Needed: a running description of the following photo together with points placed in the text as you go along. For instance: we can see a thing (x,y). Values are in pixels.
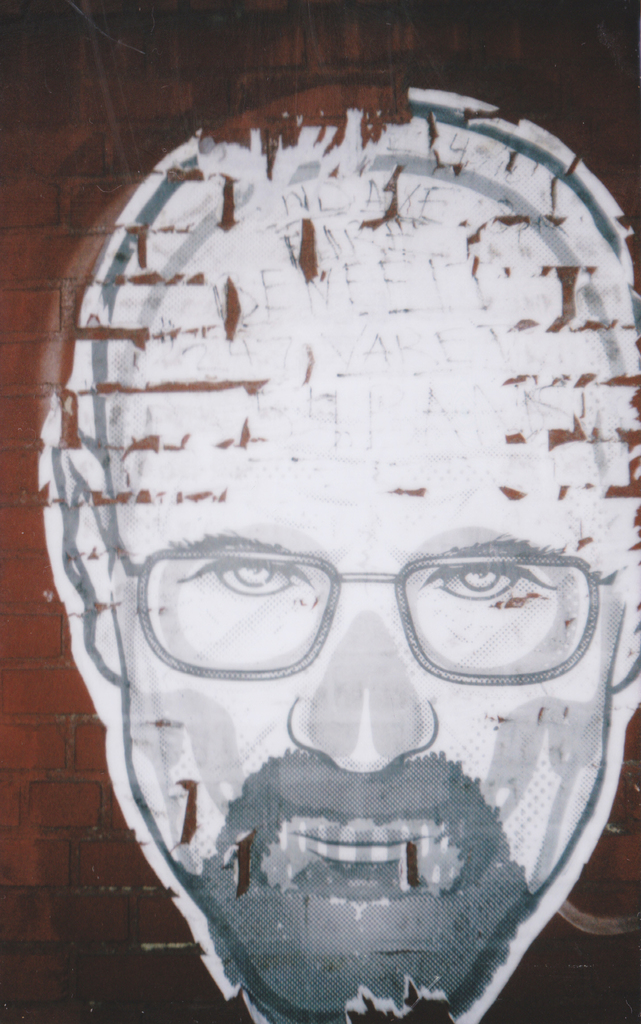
In this picture we can see the painting (190,609) of a face (197,304) of a man (422,482) on the wall (266,71).
